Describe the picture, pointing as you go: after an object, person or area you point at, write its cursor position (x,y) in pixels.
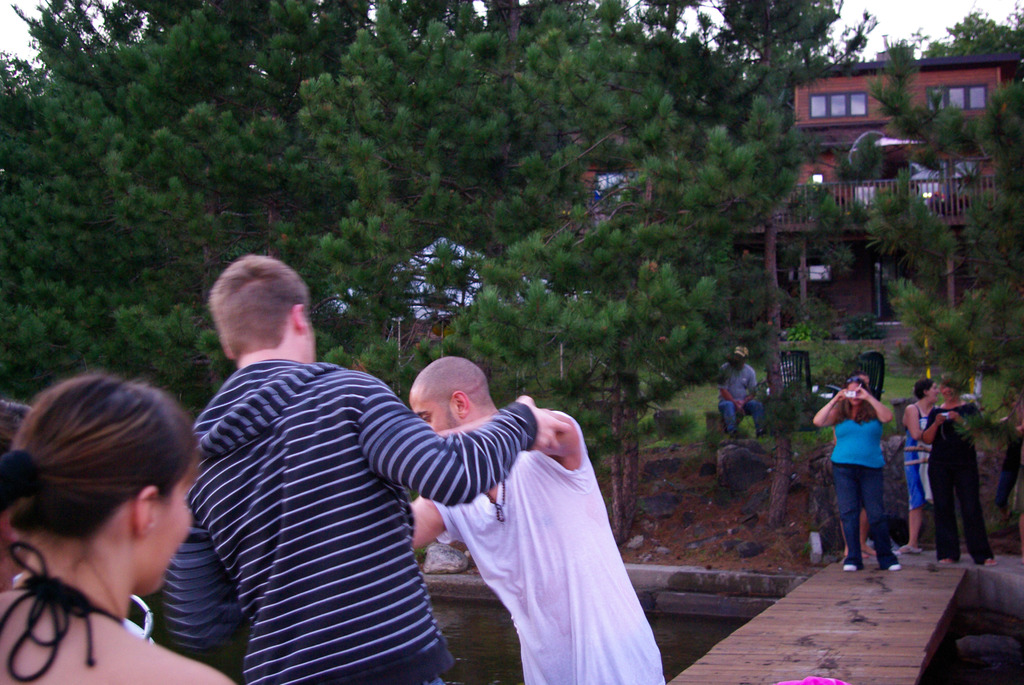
Here on the left (215,487) we can see few people (306,530) are standing and in the background (522,334) there are few persons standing on a platform (918,596) and a person (726,409) is sitting and there are trees (677,182), buildings (887,129), windows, chairs (874,364) on the ground (731,438), grass (697,407) and sky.
